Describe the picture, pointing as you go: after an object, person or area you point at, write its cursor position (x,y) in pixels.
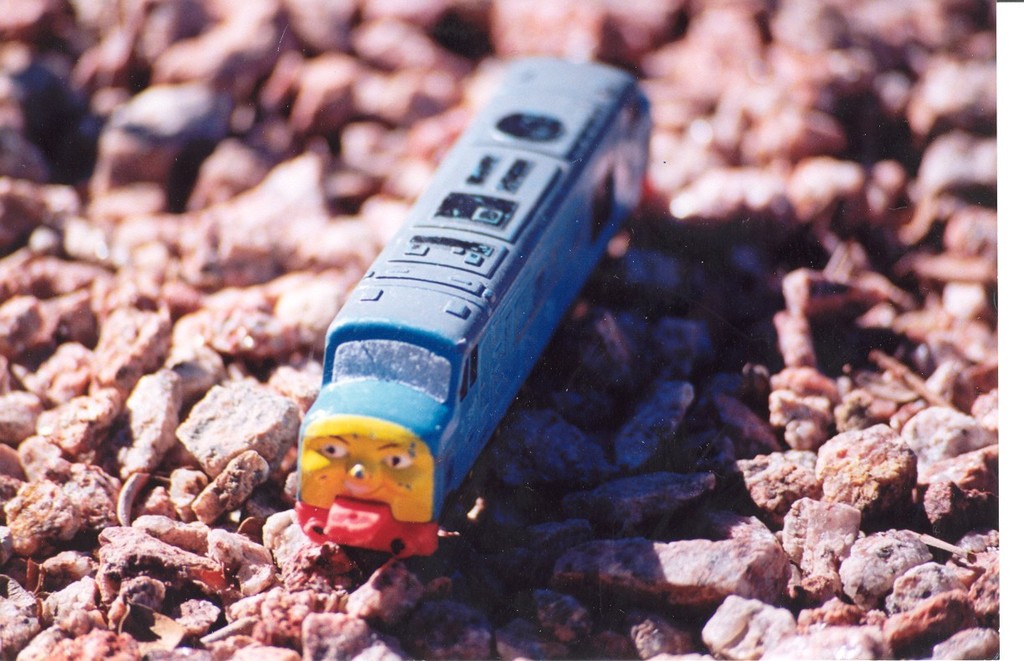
There is a blue and yellow color toy train (487,281) on the stones (650,77).
